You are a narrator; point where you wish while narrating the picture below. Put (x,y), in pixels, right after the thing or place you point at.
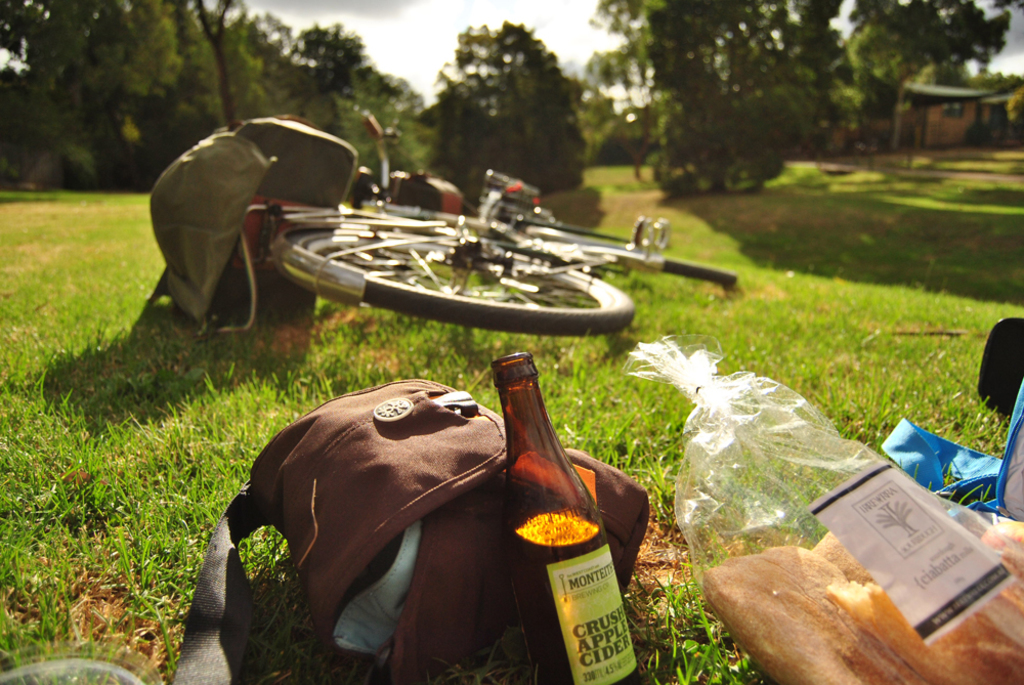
There is a bottle (533,483), bag (402,456), cycle (412,300), cover (779,453), bread (820,626), are on the grass (273,368). In the background (477,109) there are trees (600,62) and sky (426,25).
